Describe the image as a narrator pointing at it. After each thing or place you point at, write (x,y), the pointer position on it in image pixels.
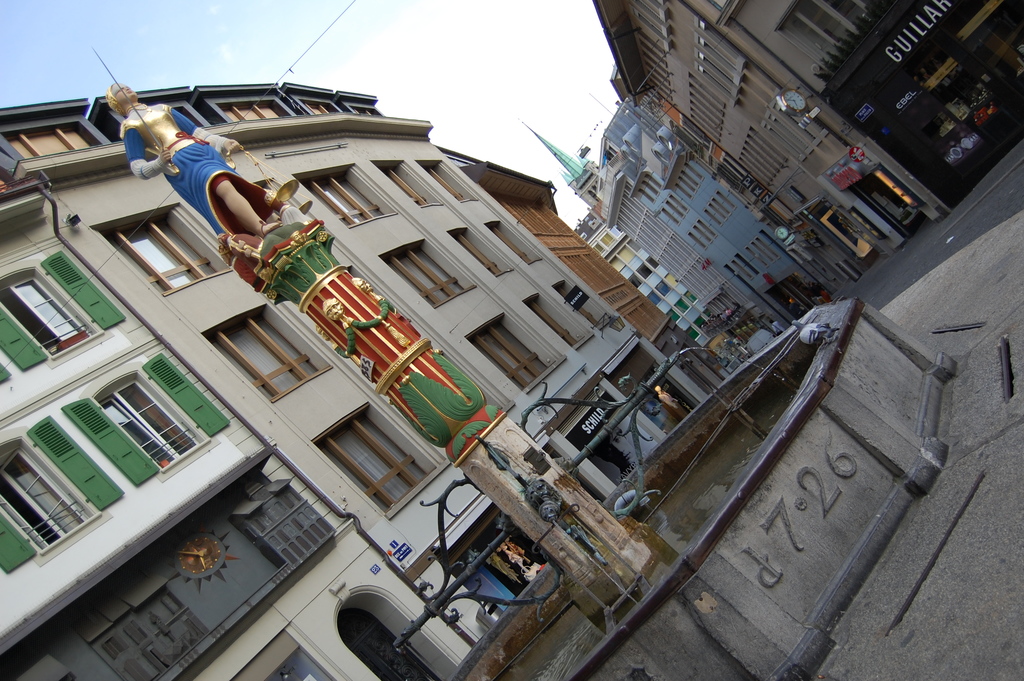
In this picture there is a fountain (596,621) at the bottom (718,541). In between the fountain (597,521) there is a statue (225,195) holding a weapon (166,147). In the background (395,236) there are buildings (569,251) with windows (334,447) and doors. On the top left (232,54) there is a sky (353,59).
